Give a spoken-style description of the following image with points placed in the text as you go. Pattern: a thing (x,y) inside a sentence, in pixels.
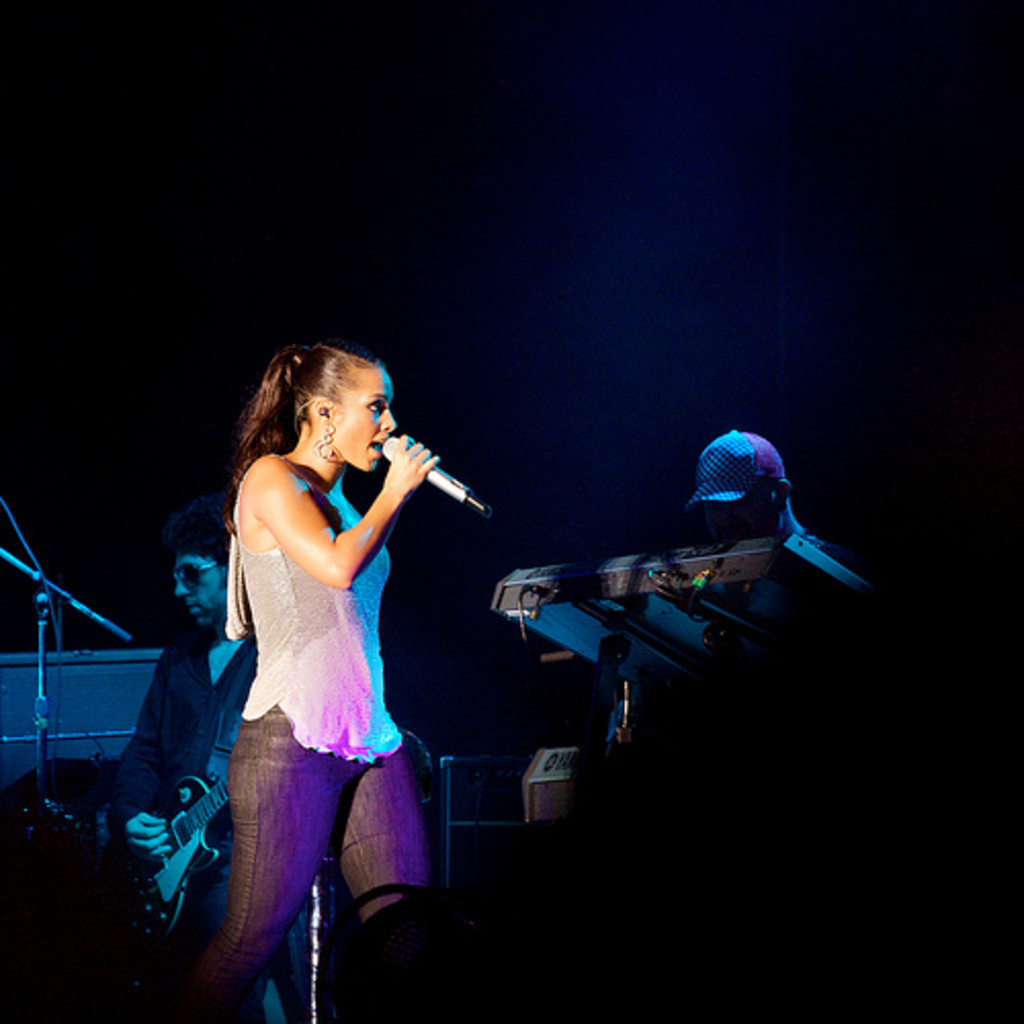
In this image I can see the person (290,641) standing and holding the mic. To the side of the person (308,638) I can see two people (209,664) playing the musical instruments (589,645). And there is a black background (355,285).
